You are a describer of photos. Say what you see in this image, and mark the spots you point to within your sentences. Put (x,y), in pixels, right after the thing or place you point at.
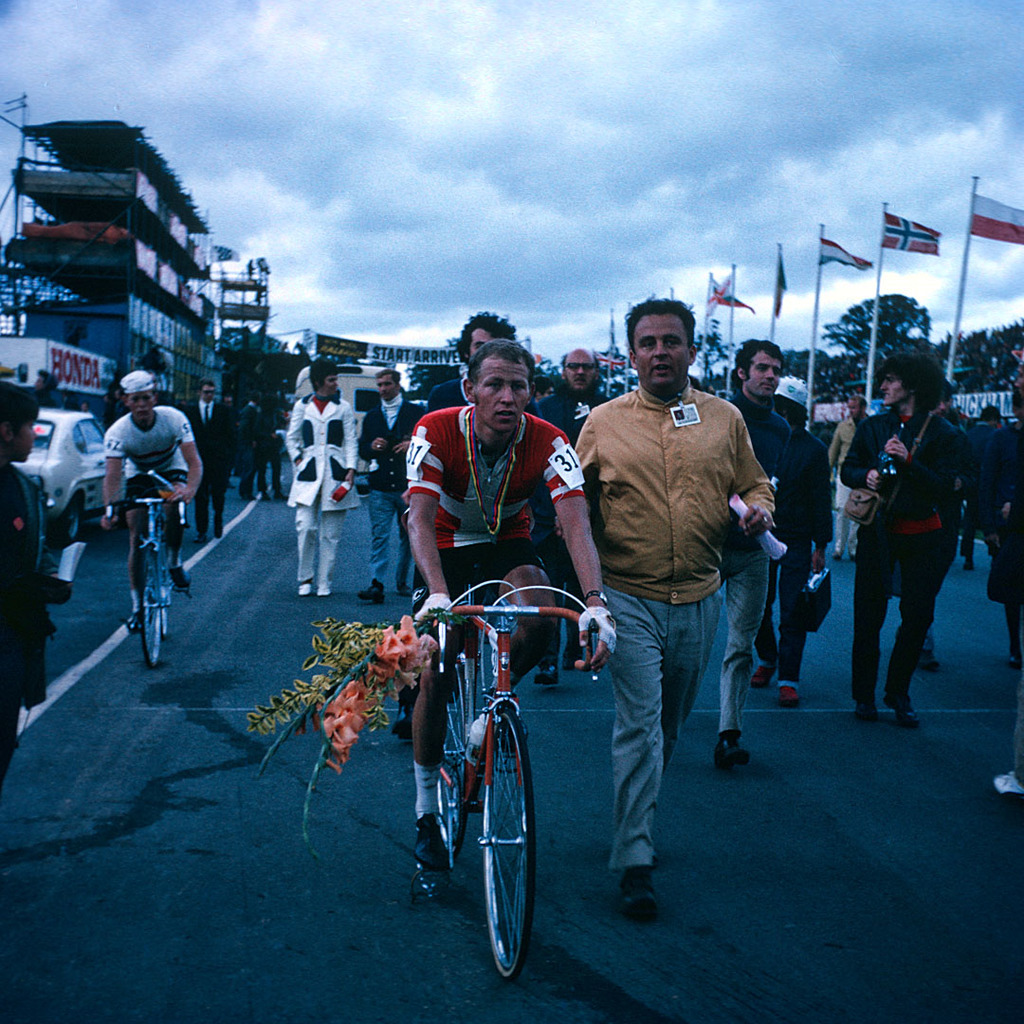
In this picture i could see the person (484,601) riding a bicycle (460,677) and in the background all persons (665,458) walking along with him. To the right side of the picture (940,294) i could see other country flags (779,291) and cloudy sky (554,155) and to the left side of the picture (123,462) i could see the cars (86,416) parked to the road side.
